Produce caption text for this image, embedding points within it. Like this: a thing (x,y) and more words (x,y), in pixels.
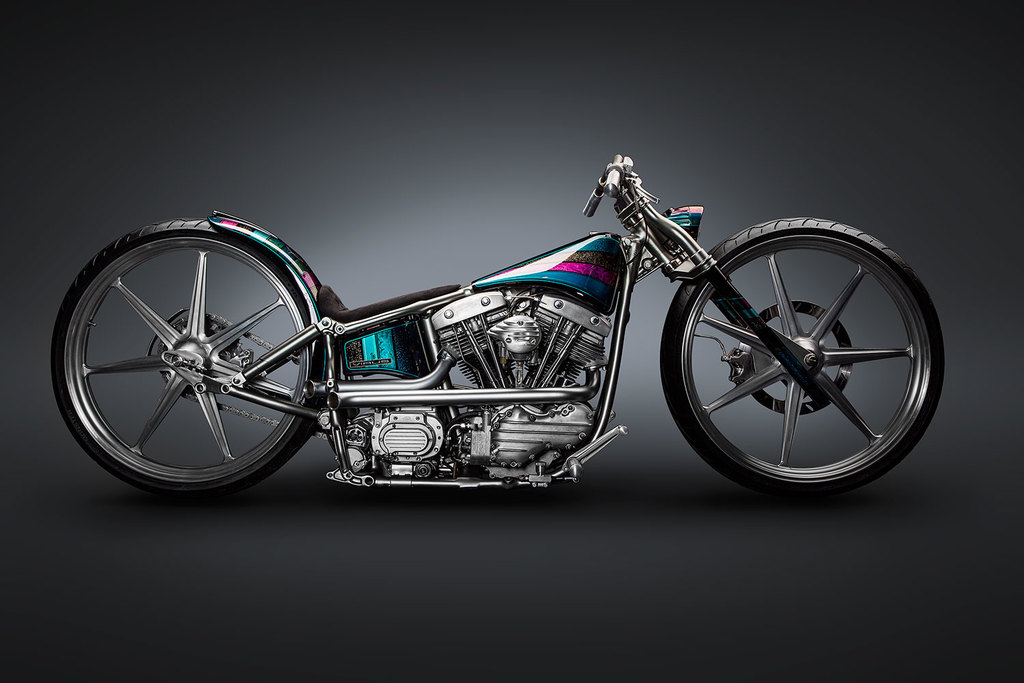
In this image we can see a bike (830,394). There is a grey color background (232,55).
